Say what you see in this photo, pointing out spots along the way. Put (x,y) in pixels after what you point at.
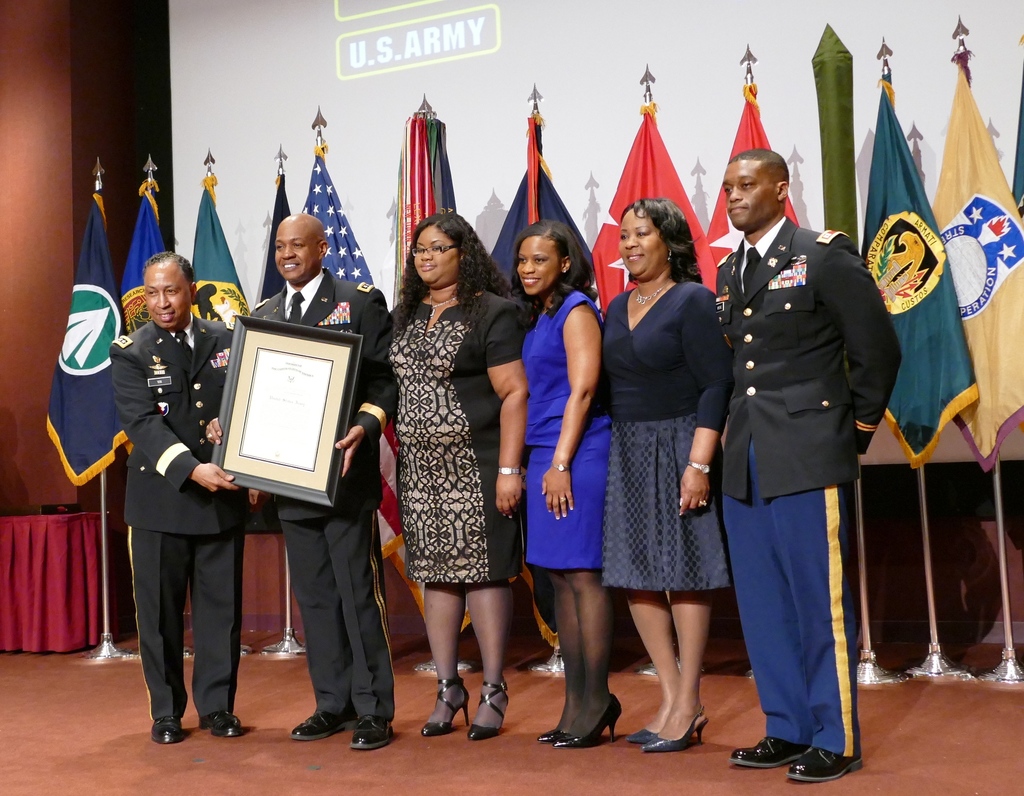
In this image, we can see a group of people (554,566) are standing on the floor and smiling. Background (551,89) there is a screen (493,117), flags (396,271) with pole stand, cloth (85,532) and wall (64,317).
